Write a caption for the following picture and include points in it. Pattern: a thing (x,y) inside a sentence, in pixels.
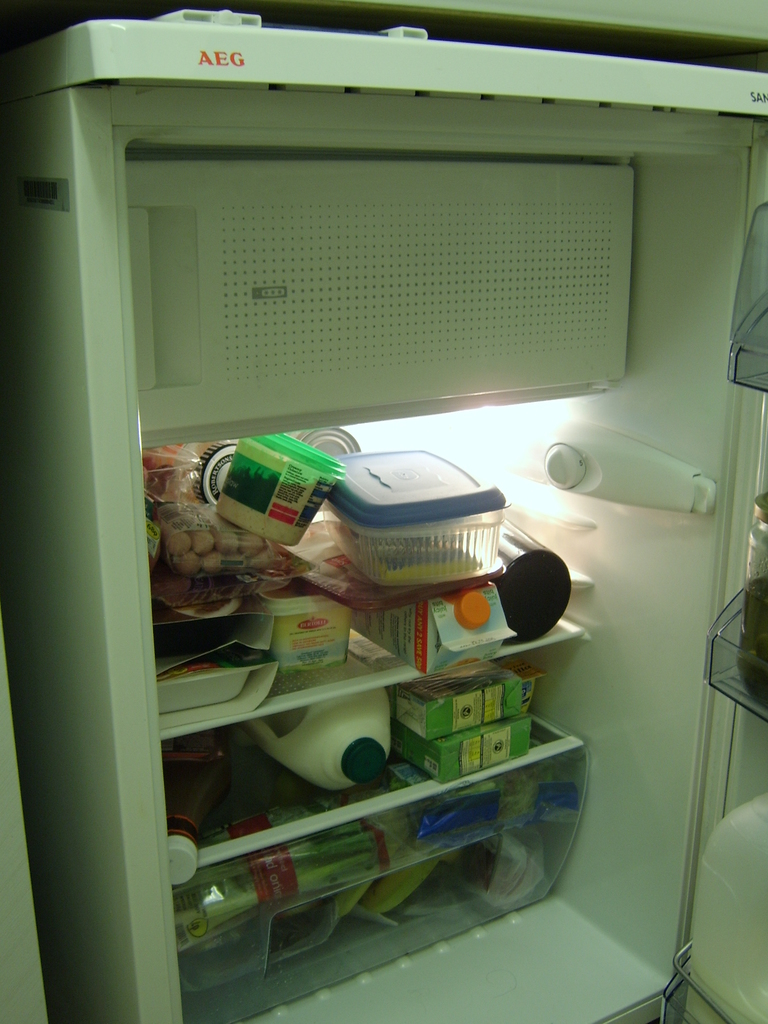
In this image there is a milk can (325,742) and some other food items (233,657) in a refrigerator (645,455).
